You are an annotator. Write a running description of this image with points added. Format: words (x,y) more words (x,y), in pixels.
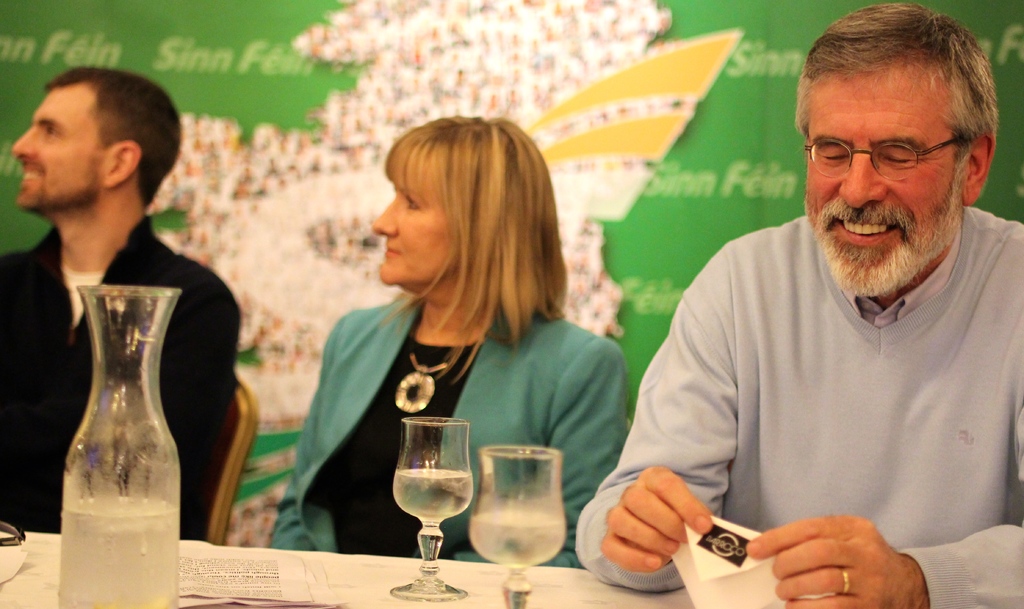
In this image we can see this person (660,441) wearing sweater (793,280) and spectacles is smiling. Here we can see glasses (514,534) with drink (504,542) and jar (101,376) with drink (88,599) in it and papers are kept on the table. This part of the image is slightly blurred, where we can see two people (477,388) are sitting on the chair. In the background of the image (706,72) we can see banner (374,100) which is in green color.
